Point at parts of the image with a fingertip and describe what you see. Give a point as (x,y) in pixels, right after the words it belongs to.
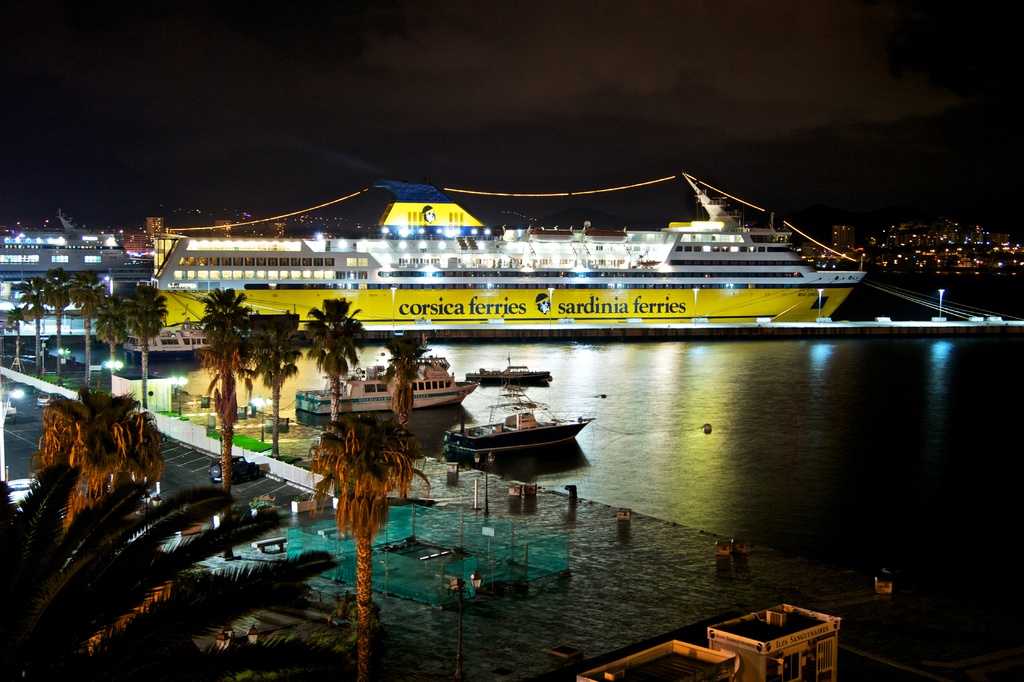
In the foreground of this picture (299,519), there is a ship yard (654,612) and there are trees (206,569), path (247,489), vehicles (250,468), fencing (255,453), water (646,429), ships (301,278), boats (505,405), building (928,232), lights (881,238), poles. On the top side (447,51) is dark.
